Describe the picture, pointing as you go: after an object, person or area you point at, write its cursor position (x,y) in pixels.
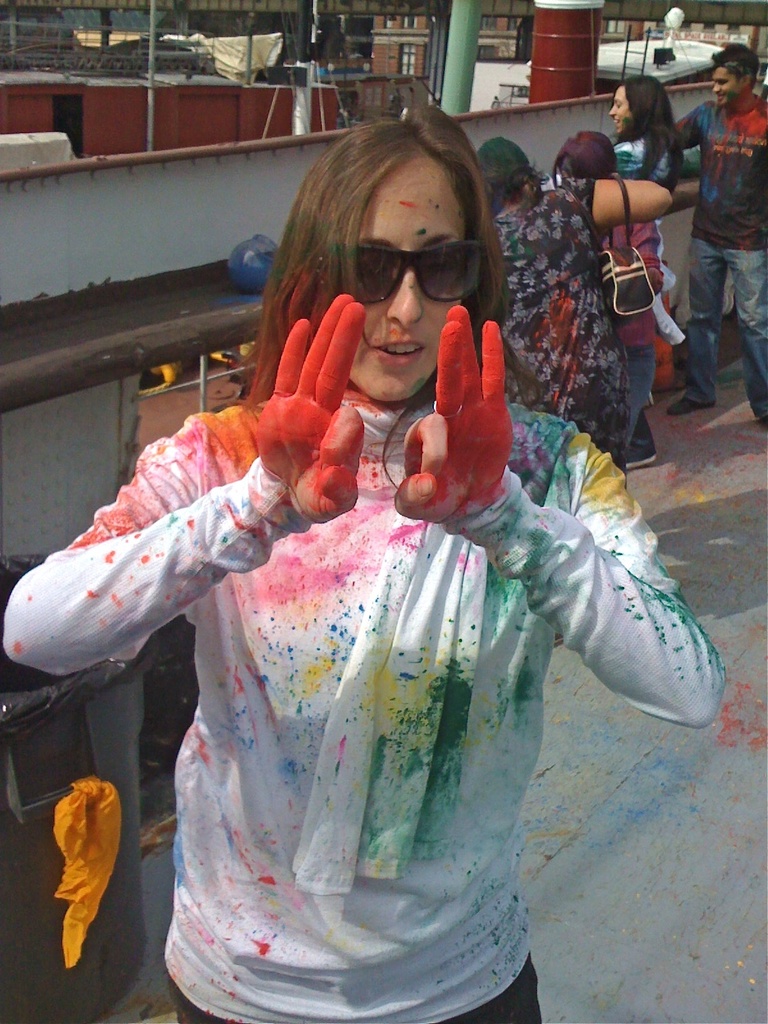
In this picture I can observe a woman (295,644) wearing white color dress (273,654). There are some colors on her dress (441,562). I can observe red, green, yellow and pink colors on her dress (356,669). She is wearing spectacles (382,273). In the background (586,158) there are some people (568,273) standing on the land (739,555).
